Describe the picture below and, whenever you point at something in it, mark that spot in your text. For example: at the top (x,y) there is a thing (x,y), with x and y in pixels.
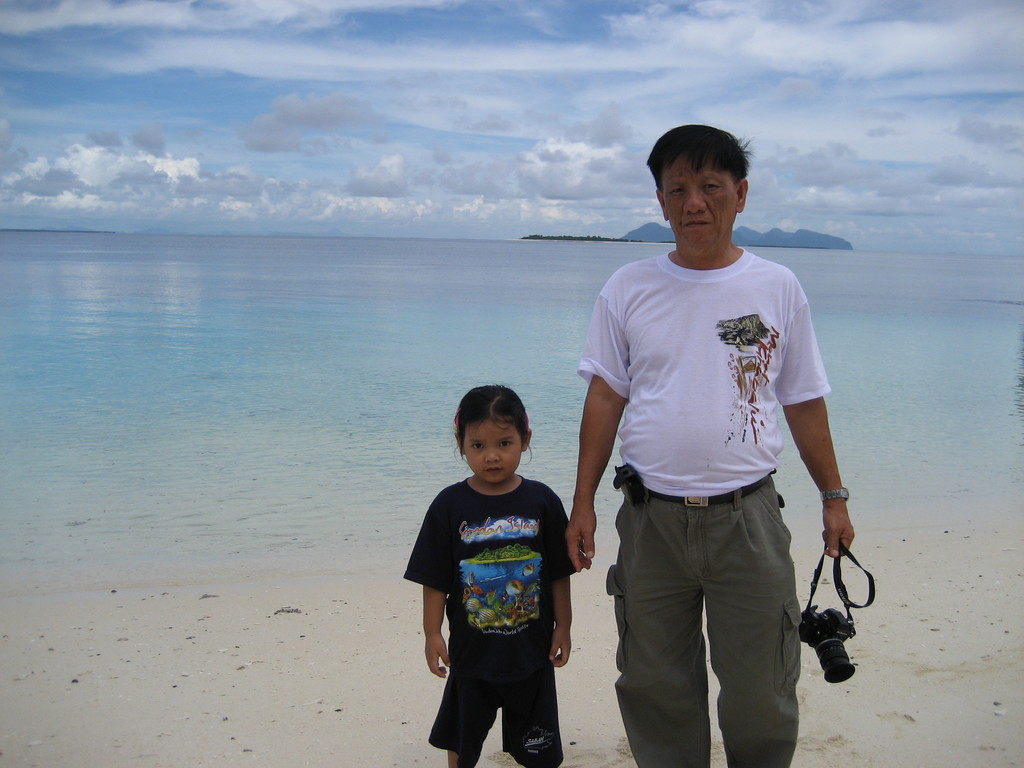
In this image I can see a girl (520,737) and a man (584,548) in the front (729,328). I can see he is holding a camera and I can see he is wearing a white t-shirt (679,350), and pant (788,545), a watch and a belt (753,488). I can see she is wearing a black t-shirt (499,644) and a black shorts (548,700). In the background (893,398) I can see water (835,278), mountains (838,239), clouds (598,184) and the sky (584,113).
